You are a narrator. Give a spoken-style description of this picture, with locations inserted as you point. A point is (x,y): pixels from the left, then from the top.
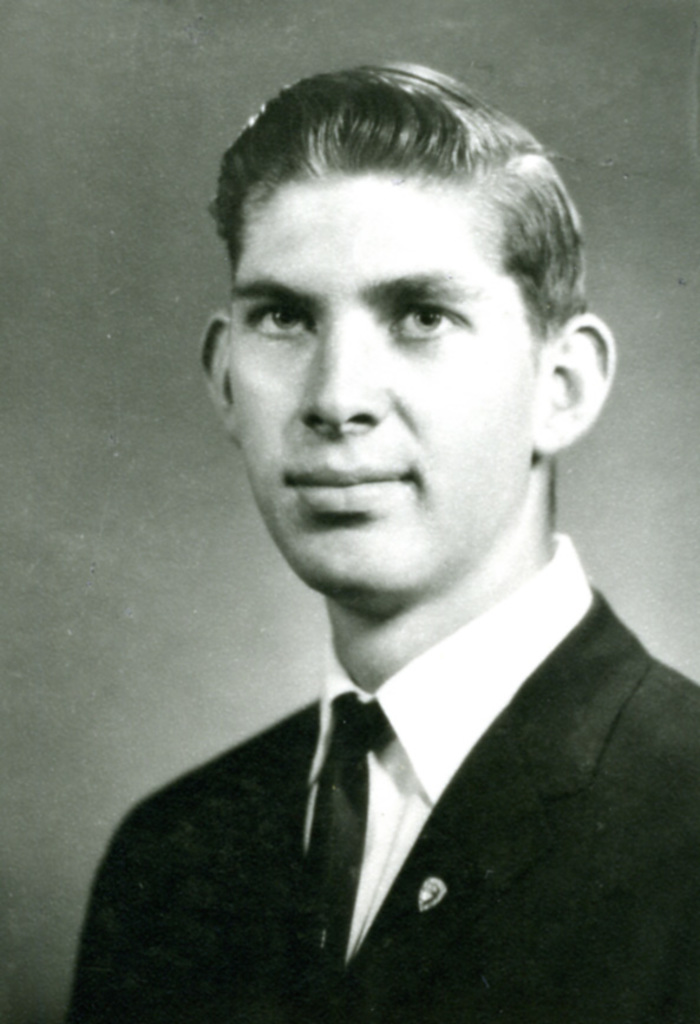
In this picture we can observe a man (320,540) wearing a coat (193,908) and a tie (352,866). This is a black and white image. This man (333,485) is smiling.
